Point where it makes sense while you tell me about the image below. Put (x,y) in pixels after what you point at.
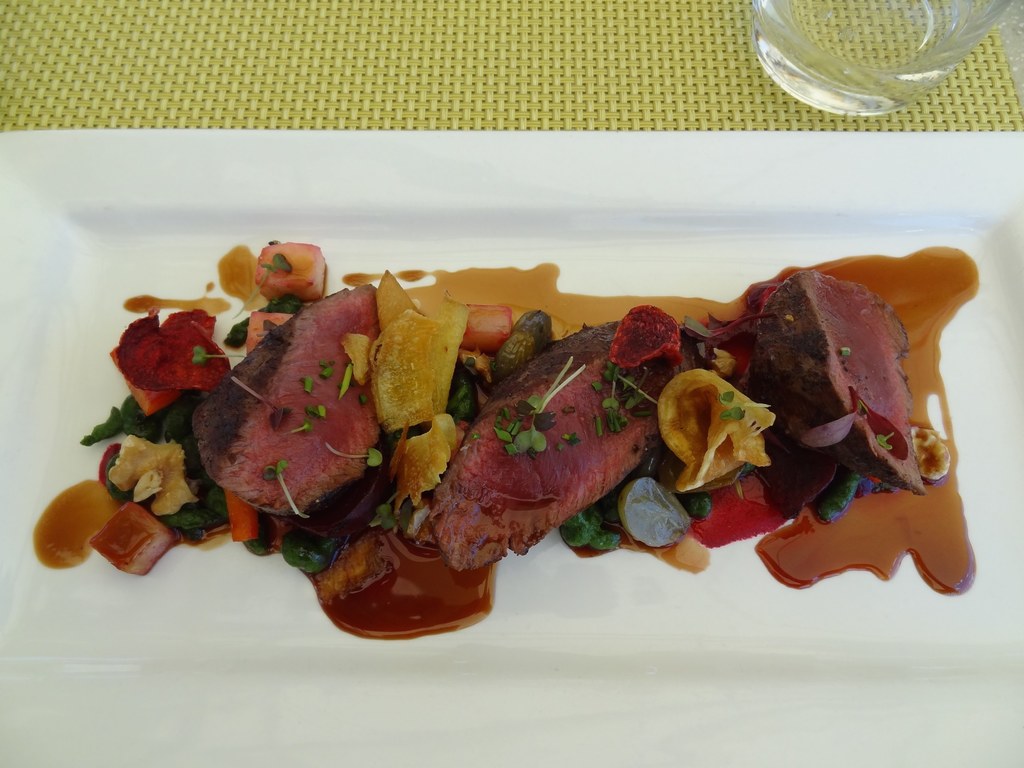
Here we can see food items (509,482) and sauce (787,577) in a plate (644,723) on a platform (528,97) and on the right (805,40) at the top corner (805,40) there is a glass (864,46) on the platform (738,28).
